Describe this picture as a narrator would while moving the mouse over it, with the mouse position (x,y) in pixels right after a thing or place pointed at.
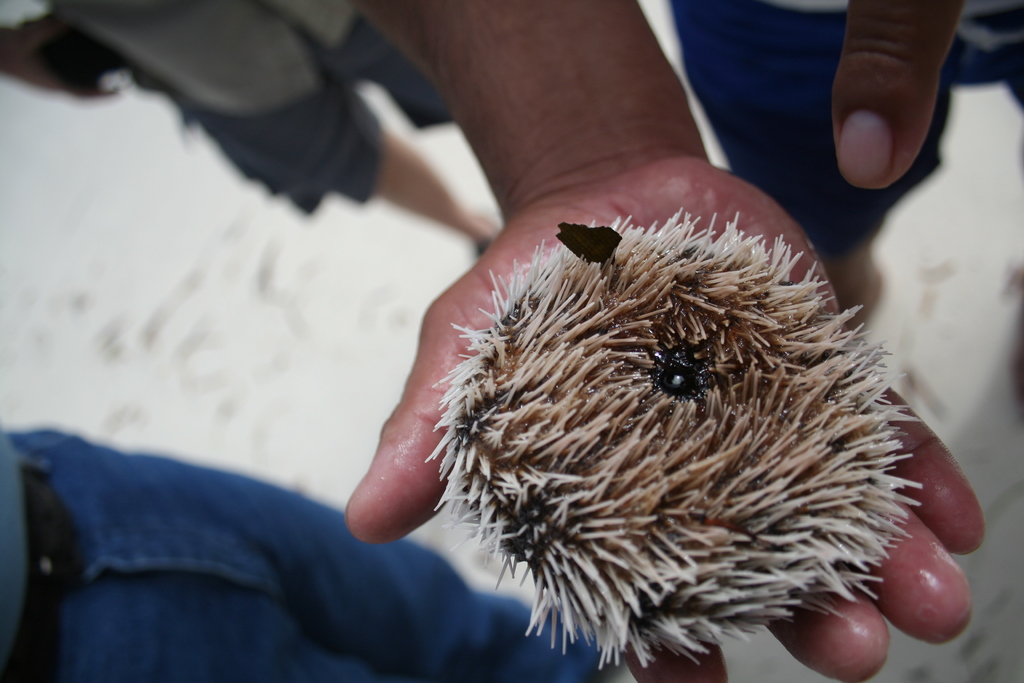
In this image we can see a sea urchin (593,338) on the hand (569,175) of a person (578,151), there are the legs (186,514) of a few people (174,505), and the background (277,259) is blurred.
